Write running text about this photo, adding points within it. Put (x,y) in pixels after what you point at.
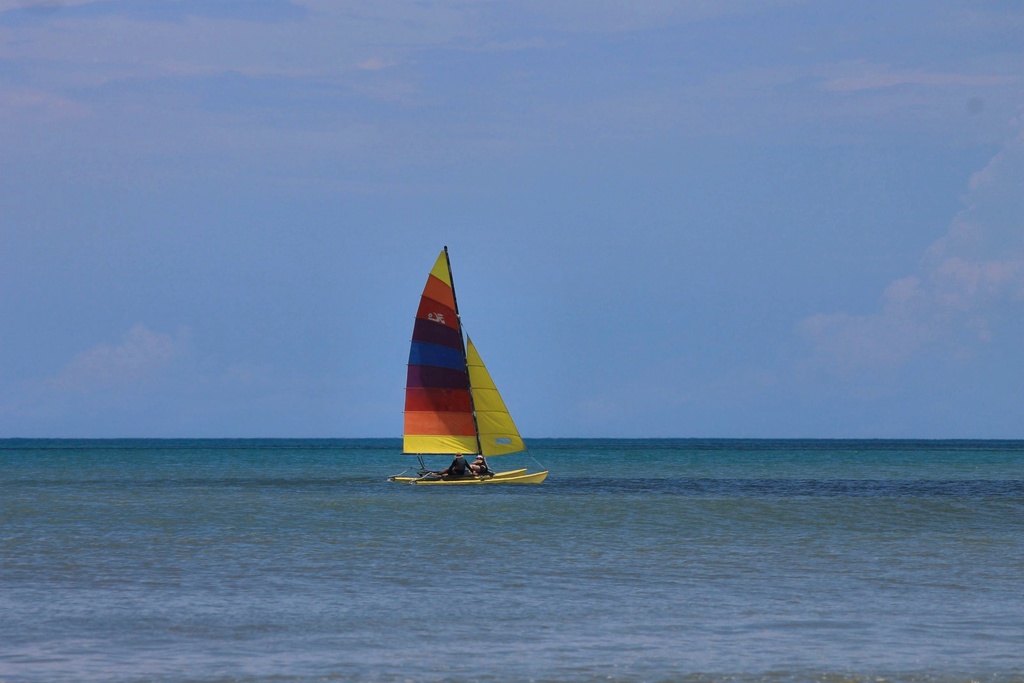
In this image I can see the boat (408,432) which is in colorful. I can see two people (479,473) on the boat (501,476). It is on the water (533,508). In the background (502,255) I can see the clouds (984,293) and the blue sky (345,156).
